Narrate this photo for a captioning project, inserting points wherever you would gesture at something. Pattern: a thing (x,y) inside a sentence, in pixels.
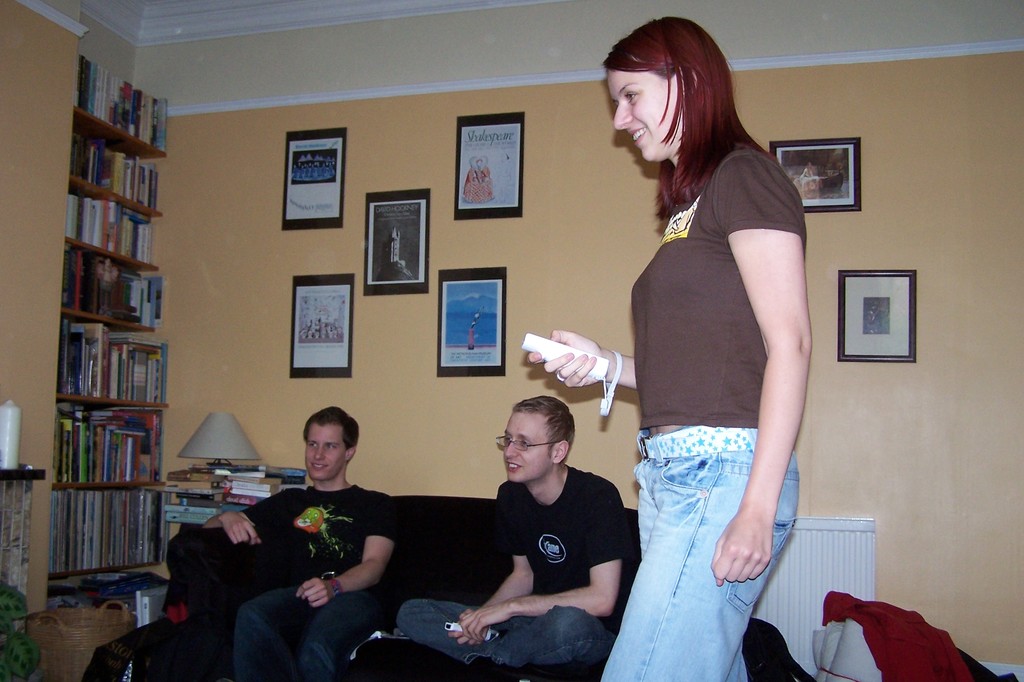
In this image I can see the group of people (548,528) with different color dresses (516,526). I can see two people (415,604) sitting on the couch (422,572) and another person (558,364) holding the remote (563,359). To the right (929,641) I can see some clothes (927,629). To the left (63,522) I can see some books (63,524) in the rack (120,491). I can see the lamp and few more books (232,497) on the table (256,490). There are many frames (462,198) to the wall (538,305).
